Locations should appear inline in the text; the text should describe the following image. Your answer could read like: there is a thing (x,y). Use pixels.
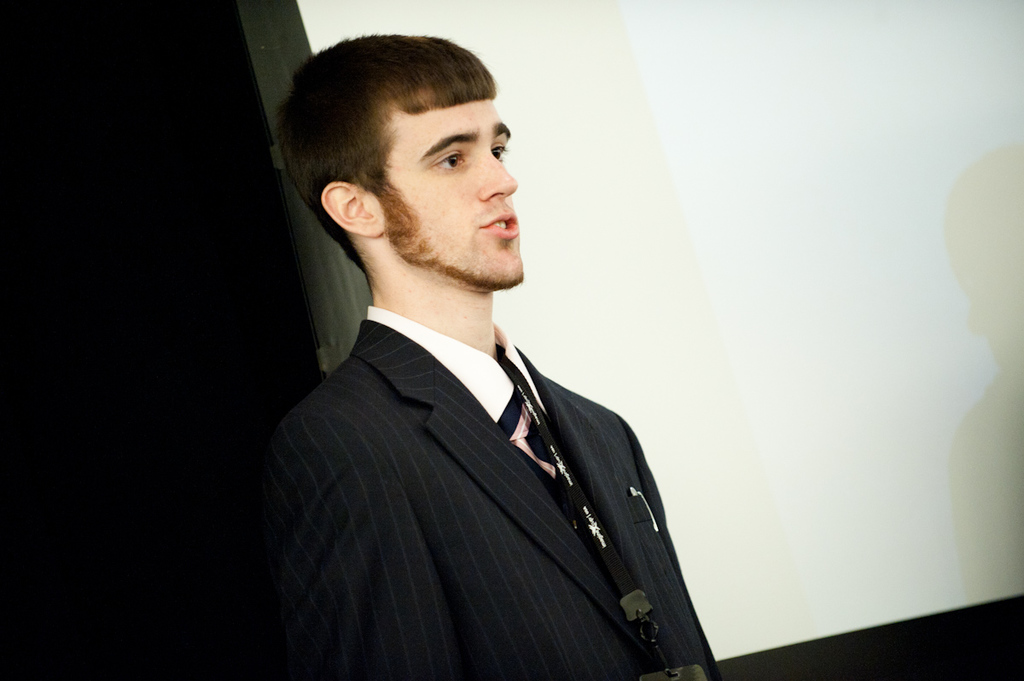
In the picture I can see a person (485,503) wearing black blazer (303,631), shirt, tie (520,433) and identity card (636,612) is standing here. The left side of the image (85,470) is dark and in the background (897,332), I can see the projector screen (640,368).
